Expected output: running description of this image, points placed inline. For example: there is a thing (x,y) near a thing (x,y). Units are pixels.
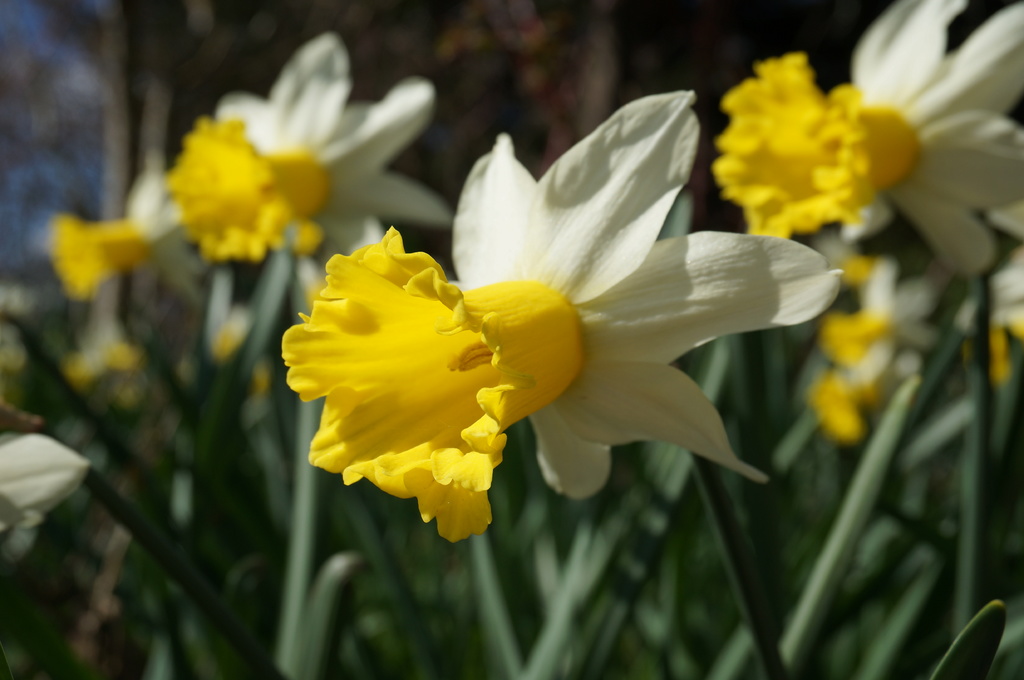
In this image I can see yellow and white flower plants (411,372). The background (200,41) is blurred.
